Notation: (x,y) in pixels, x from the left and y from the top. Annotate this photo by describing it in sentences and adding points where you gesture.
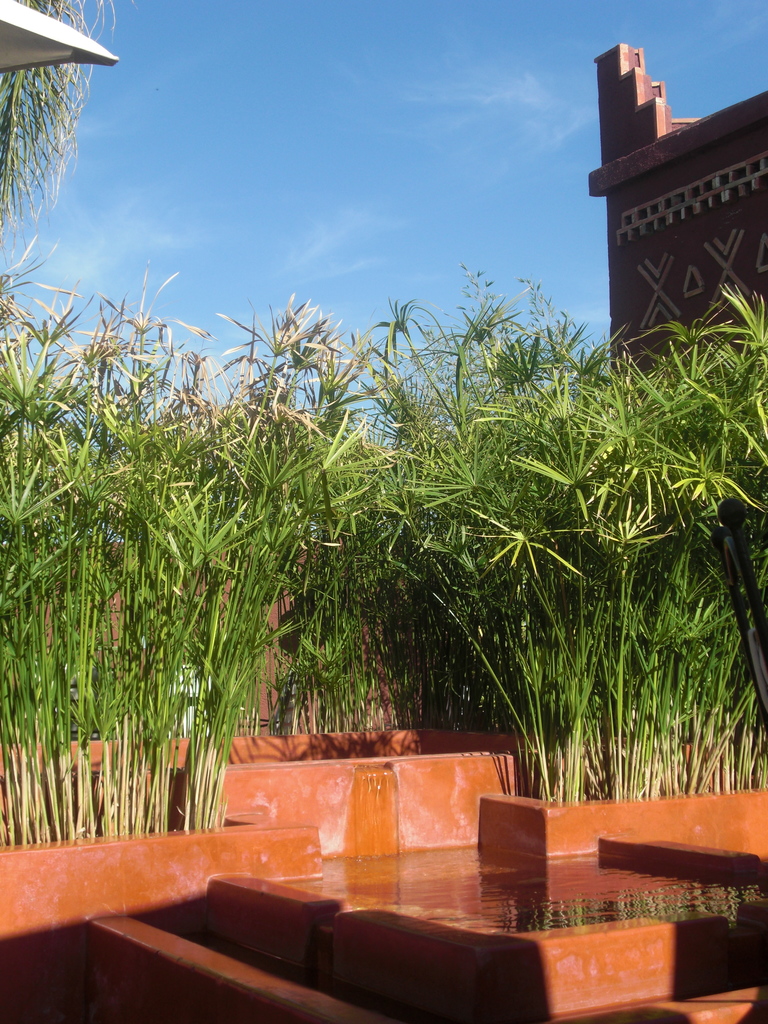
There is some water (458,891) at the bottom of this image (547,888), and there are some plants (435,670) as we can see in the middle of this image (384,618). There is a wall (689,226) on the right side of this image (707,209) and there is a blue sky (356,215) at the top of this image (342,194).
